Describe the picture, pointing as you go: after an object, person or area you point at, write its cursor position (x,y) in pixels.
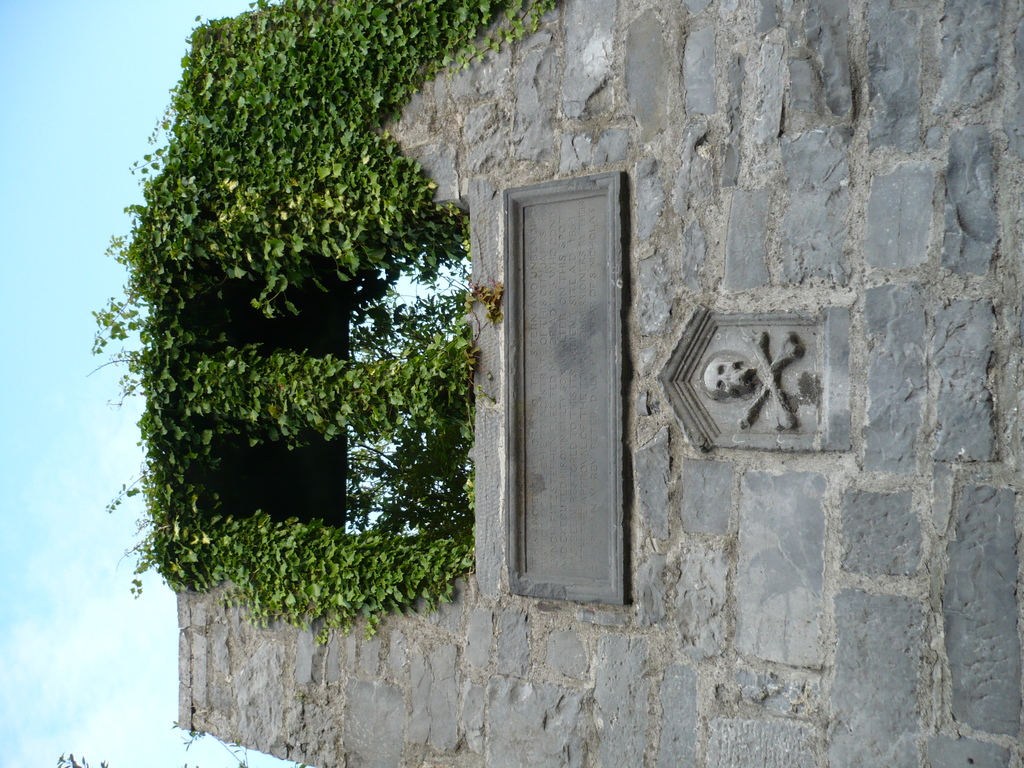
In the foreground of this image (800,431), there is a stone wall (771,543) and creepers (283,387) on it. On the left (64,112), there is the sky (69,111).
